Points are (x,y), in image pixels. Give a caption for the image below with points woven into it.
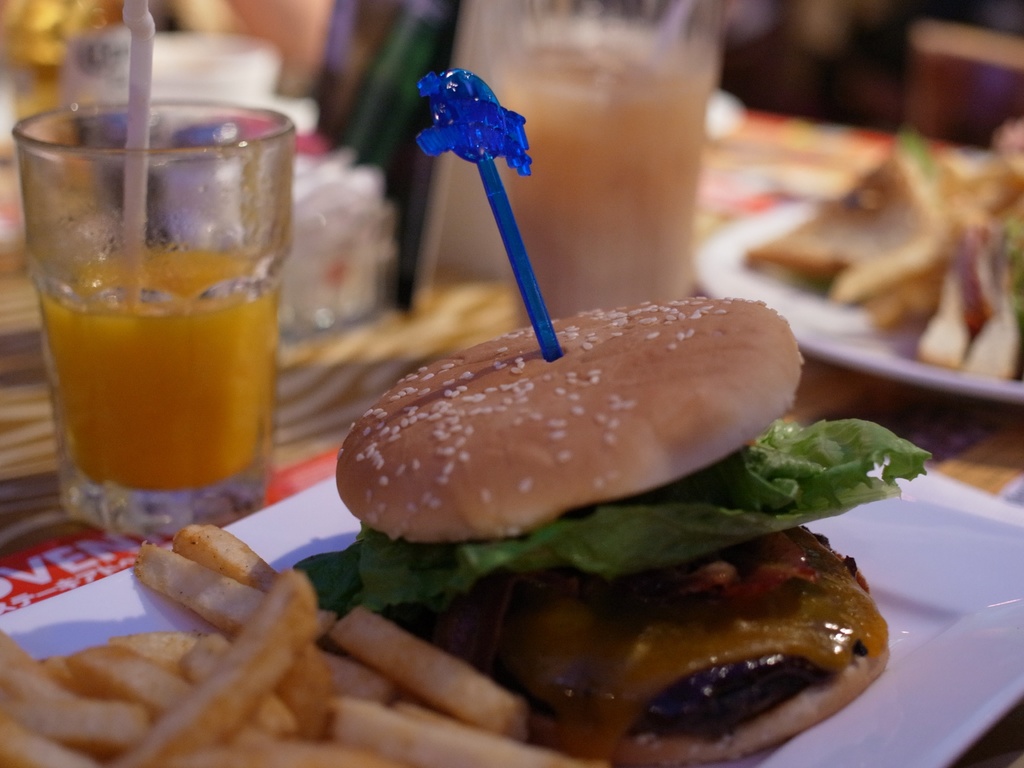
To the bottom of the image (961,526) there is a white plate (1007,642). Inside the plate (68,624) to the bottom left of the image (237,583) there are french fries (279,716) and also there is a burger (629,453). Behind the plate (256,526) to the left side (264,313) corner there is a glass (137,357) with an orange juice (148,329) and a white straw (141,181) in it. In the background (387,184) there are few items (835,138). To the right corner of the image (732,272) there is a plate (717,275) with items (947,237) in it.
